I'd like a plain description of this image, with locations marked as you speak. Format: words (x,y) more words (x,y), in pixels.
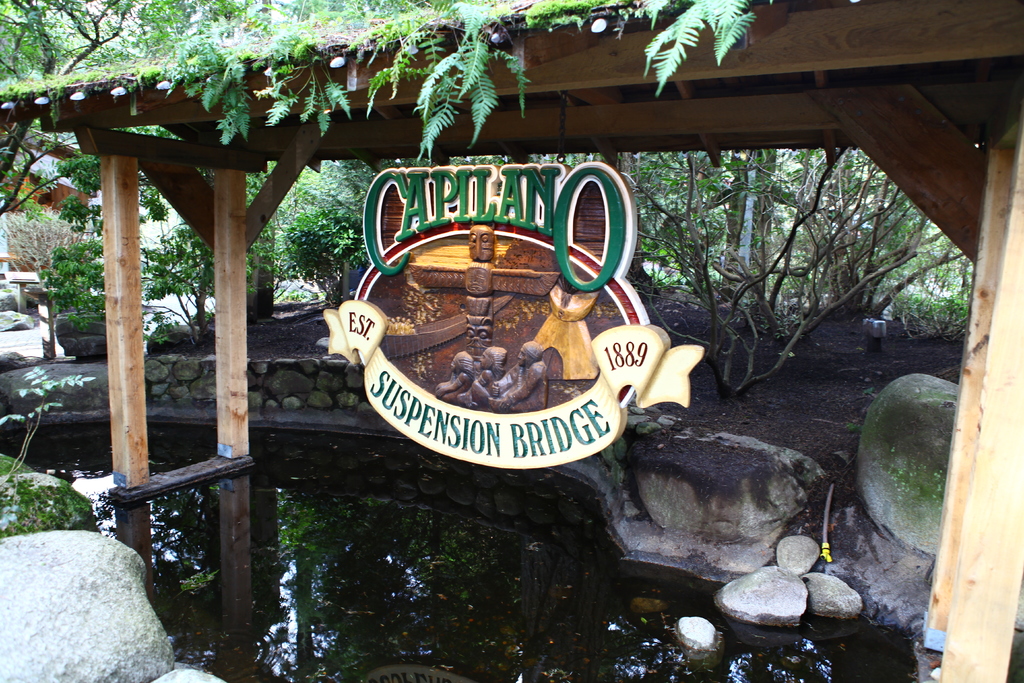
This picture is clicked outside. In the foreground (514,652) we can see a water body (365,595) and some rocks (29,548). In the center (397,317) we can see a wooden tent (953,84) and we can see the text (613,198) and pictures (467,357) of persons (528,380) and the pictures (495,295) of some objects (482,307) on the poster (553,225) hanging on the tent (492,154). In the background (353,16) we can see the trees (352,216), plants (326,262), rocks (875,414) and some other objects (26,292).
